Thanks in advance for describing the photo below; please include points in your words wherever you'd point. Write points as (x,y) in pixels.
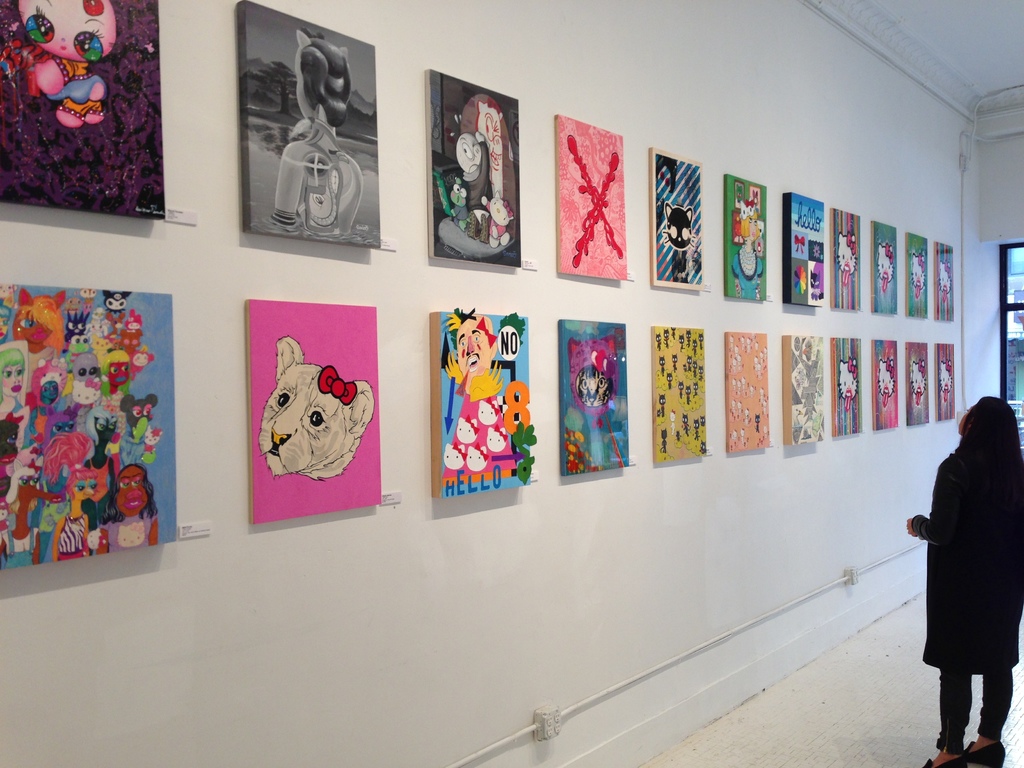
In this image there is a person (934,523) standing on the floor (891,734). In front of her there are photo frames (19,472) on the wall (540,607). In the background of the image (1009,369) there is a glass window (1017,350) through which we can see the building (1023,367).
